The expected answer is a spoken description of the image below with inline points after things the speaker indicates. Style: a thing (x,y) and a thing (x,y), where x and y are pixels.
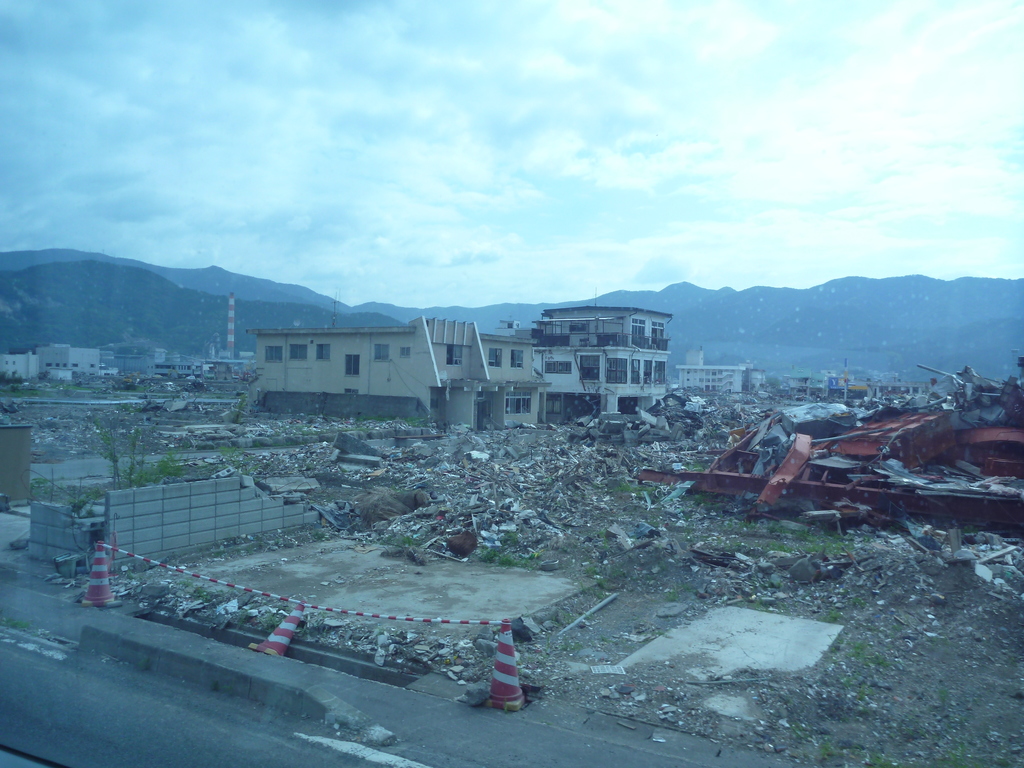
This picture is clicked outside. In the center (605,496) we can see the stones (761,581) and some other objects (801,555) lying on the ground (835,613) and there is a building (588,392). In the background (733,126) we can see the sky (780,248), hills (41,328), buildings (61,348) and some other objects (65,410).
